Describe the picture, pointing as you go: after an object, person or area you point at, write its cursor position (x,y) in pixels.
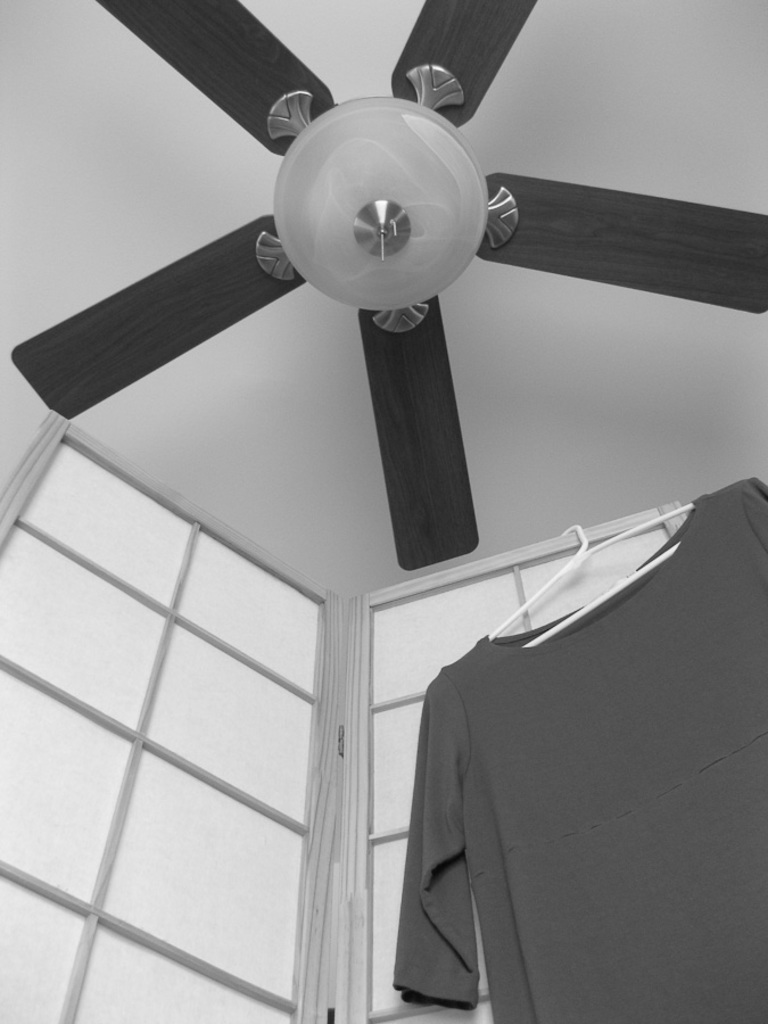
At the top (177,285) there is a fan (456,501) on the roof (716,42). At the bottom (564,986) there is a t-shirt (648,993) hanging on a hanger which is near to the door (336,836).
